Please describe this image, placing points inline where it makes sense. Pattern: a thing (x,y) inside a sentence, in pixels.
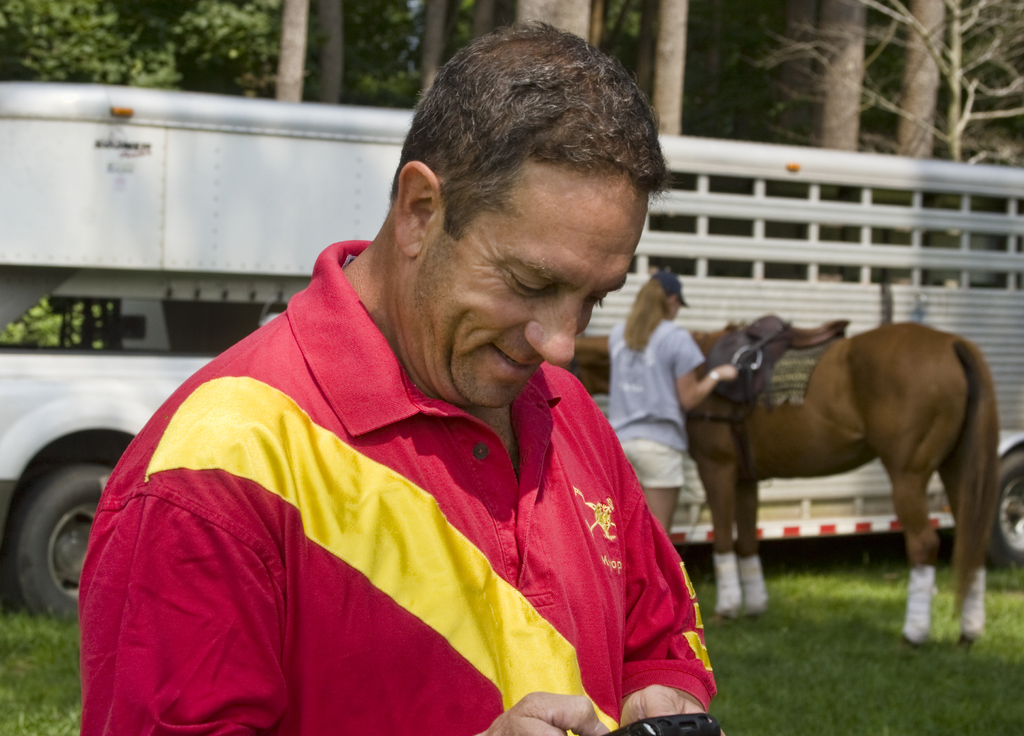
In this image i can see a person (465,502) standing and holding a mobile (700,718) in his hand (588,711), he is wearing a red shirt (341,516). In the back ground (254,265) i can see a vehicle (296,249), a woman (639,327) holding a horse (717,410), few trees (835,136) and the grass (788,657).
